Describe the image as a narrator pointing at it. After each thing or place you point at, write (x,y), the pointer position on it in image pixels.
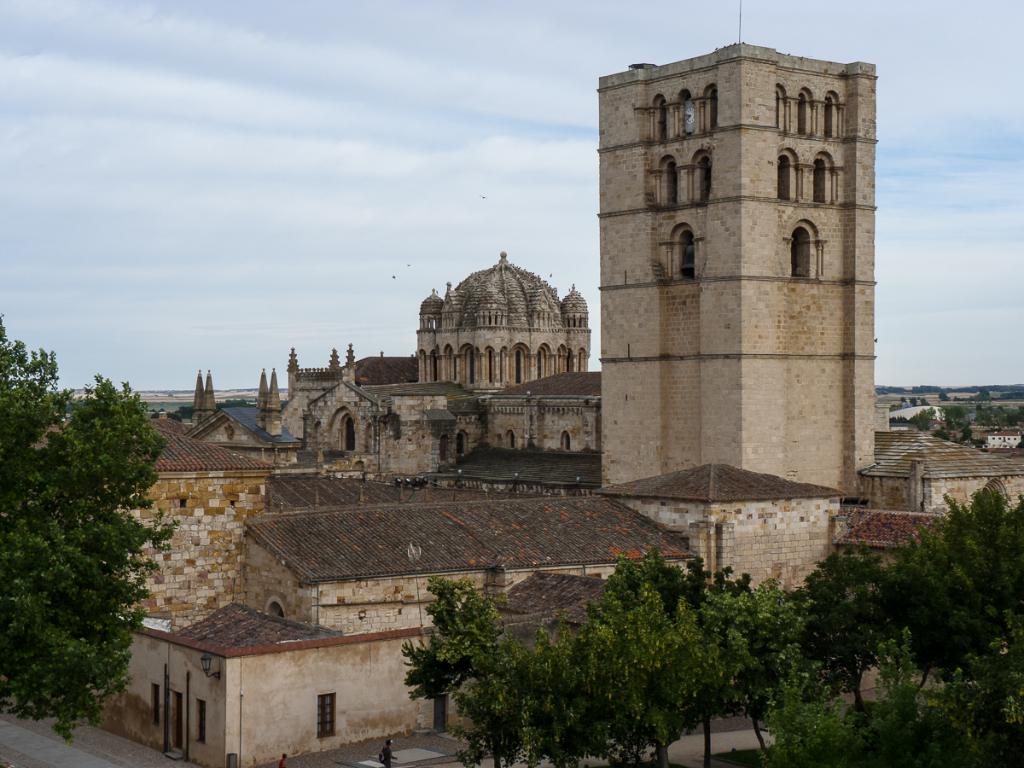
In this image we can see buildings (345,522), trees (50,558), road (66,745), sky (464,134) and clouds (225,128).
